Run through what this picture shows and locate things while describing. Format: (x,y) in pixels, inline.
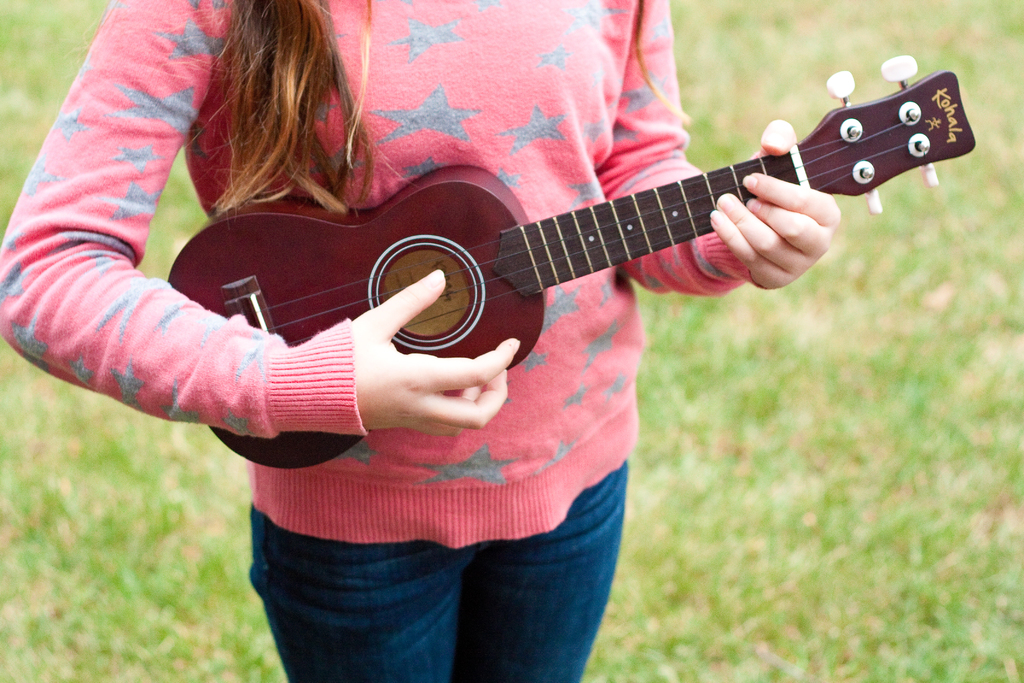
In this image i can see a woman (267,129) wearing pink color dress (446,102) playing guitar (709,231).
